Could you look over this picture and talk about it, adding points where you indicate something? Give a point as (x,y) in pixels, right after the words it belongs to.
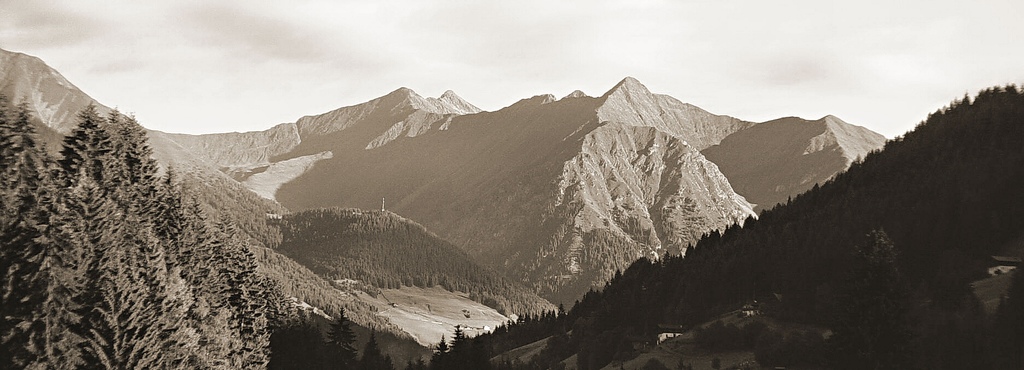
In this image I can see many trees (625,304). In the background (526,132) I can see the mountains (416,160) and the sky (572,43).
